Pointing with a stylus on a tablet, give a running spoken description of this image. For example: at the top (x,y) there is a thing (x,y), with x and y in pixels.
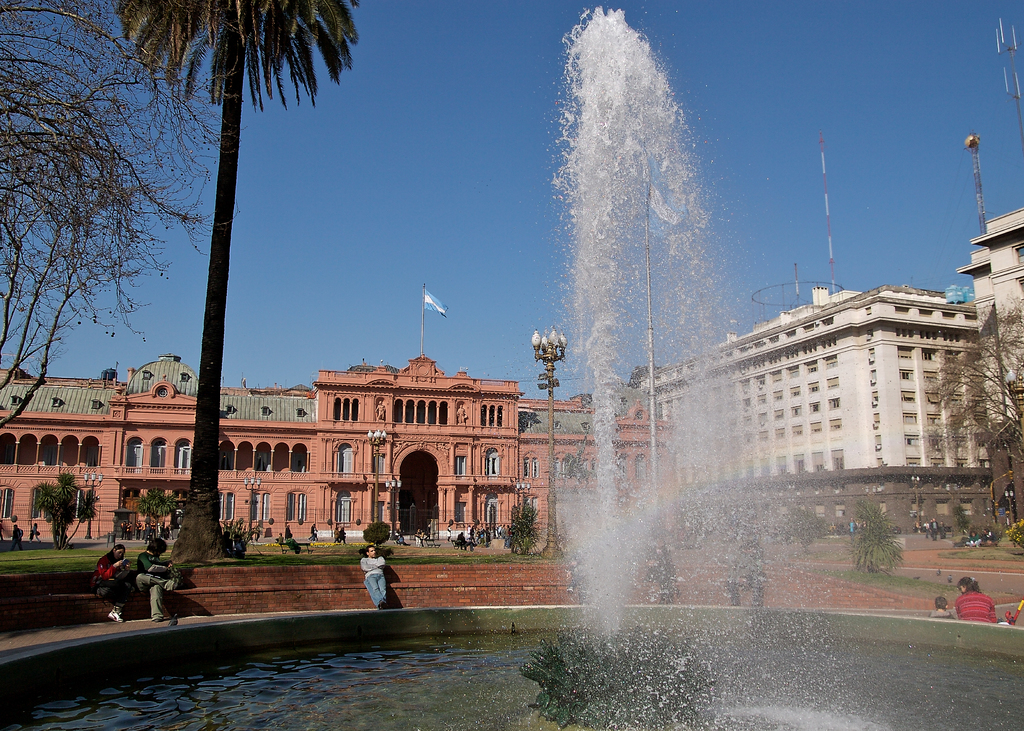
In this image I can see in the middle (677,332) a water fountain (669,571), on the left side (71,510) few people (161,601) are sitting, there are trees (312,18). At the back side (465,369) there are buildings (578,427), at the top (458,71) it is the sky (488,118).
